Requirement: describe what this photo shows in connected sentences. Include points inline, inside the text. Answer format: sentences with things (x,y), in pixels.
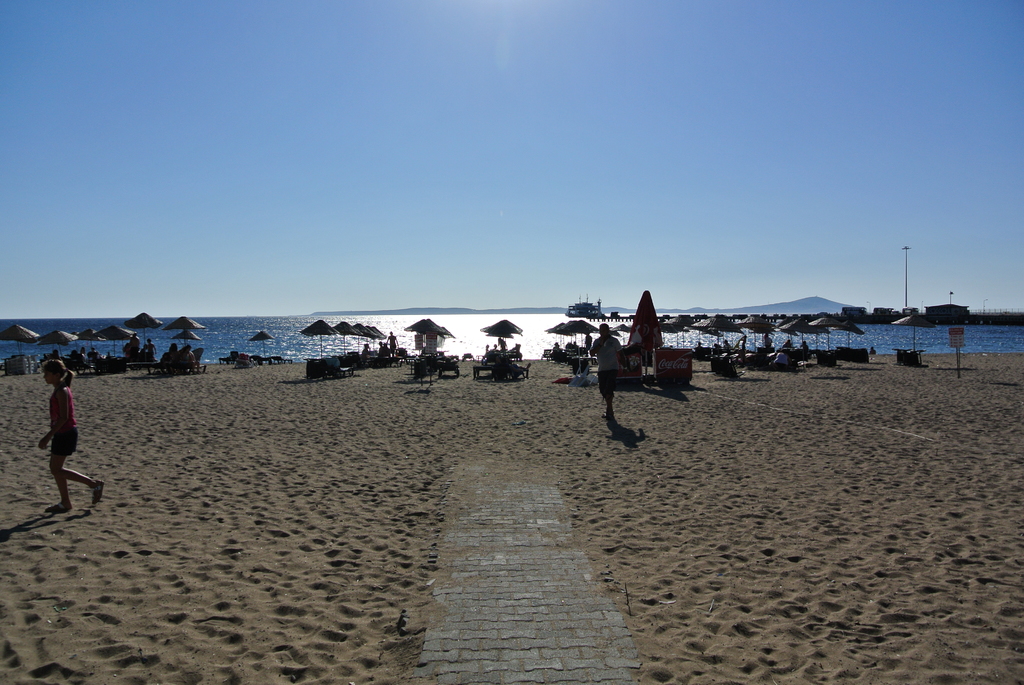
In this image, I can see two persons (43,441) walking on the sand (293,518). There are groups of people (379,356) sitting under the beach umbrellas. There is water (228,343). In the background (821,303), I can see the hills (798,302) and there is the sky (789,147). On the right side of the image (905,270), I can see a pole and a board (958,333).
